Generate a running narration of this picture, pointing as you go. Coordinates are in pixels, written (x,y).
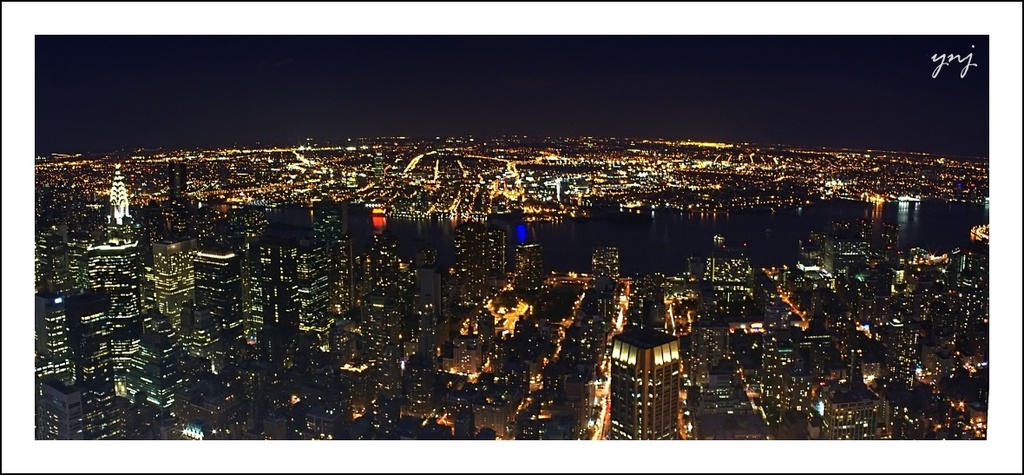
These are the building (75,211) in the nighttime with lights (487,305).
